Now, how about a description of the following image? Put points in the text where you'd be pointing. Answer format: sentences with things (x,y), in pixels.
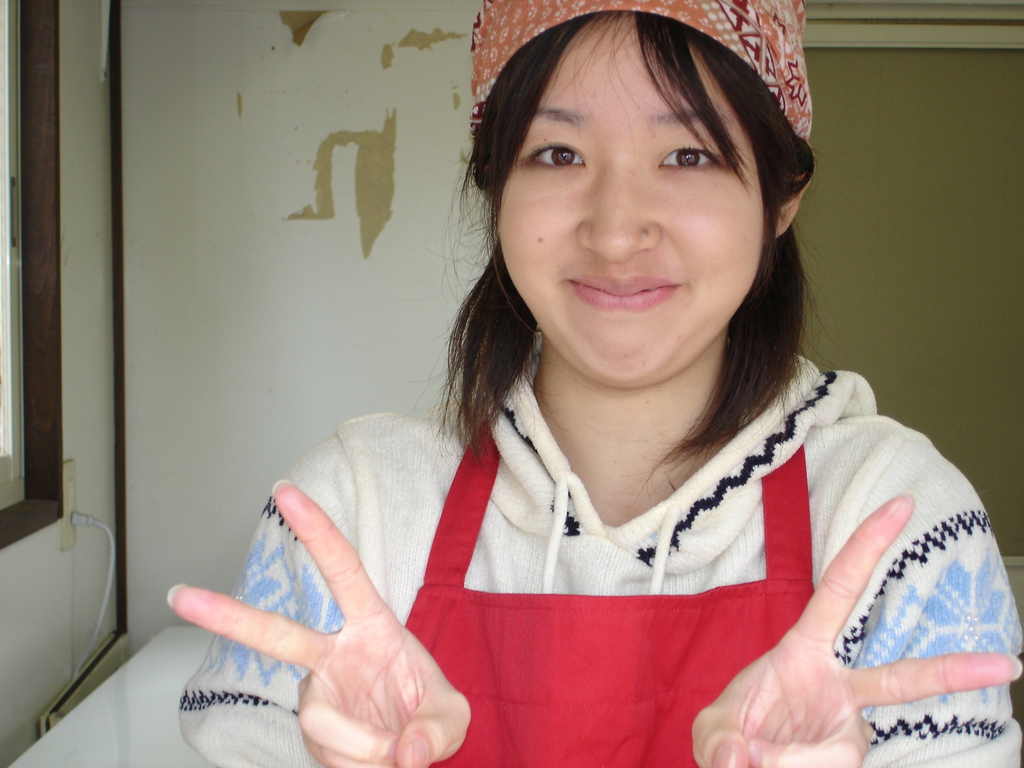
In this picture I can see a woman (562,512) is standing. The woman (591,313) is smiling. The woman (573,495) is wearing red color apron (589,685), a cap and a white color dress (566,517). In the background (287,247) I can see a white color wall (303,280).
